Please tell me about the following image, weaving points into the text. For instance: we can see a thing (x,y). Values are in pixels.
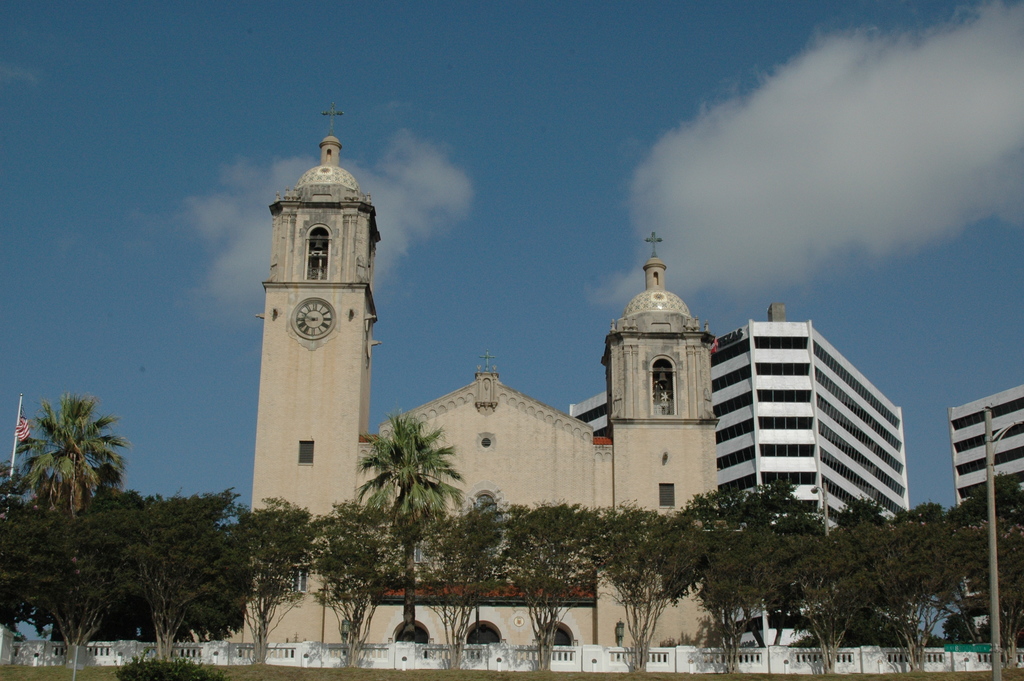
This image is taken outdoors. At the top of the image (494,179) there is a sky (359,166) with clouds (392,173). At the bottom of the image (353,679) there is a ground (70,672) with grass (466,677) and a plant (163,680). In the middle of the image (355,395) there are many trees (156,546), a pole (989,507), a flag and a few buildings (652,446) with walls (525,461), windows (742,429), doors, balconies (793,457) and railings (416,663) and there is a clock (304,333) on the church wall (274,464).
